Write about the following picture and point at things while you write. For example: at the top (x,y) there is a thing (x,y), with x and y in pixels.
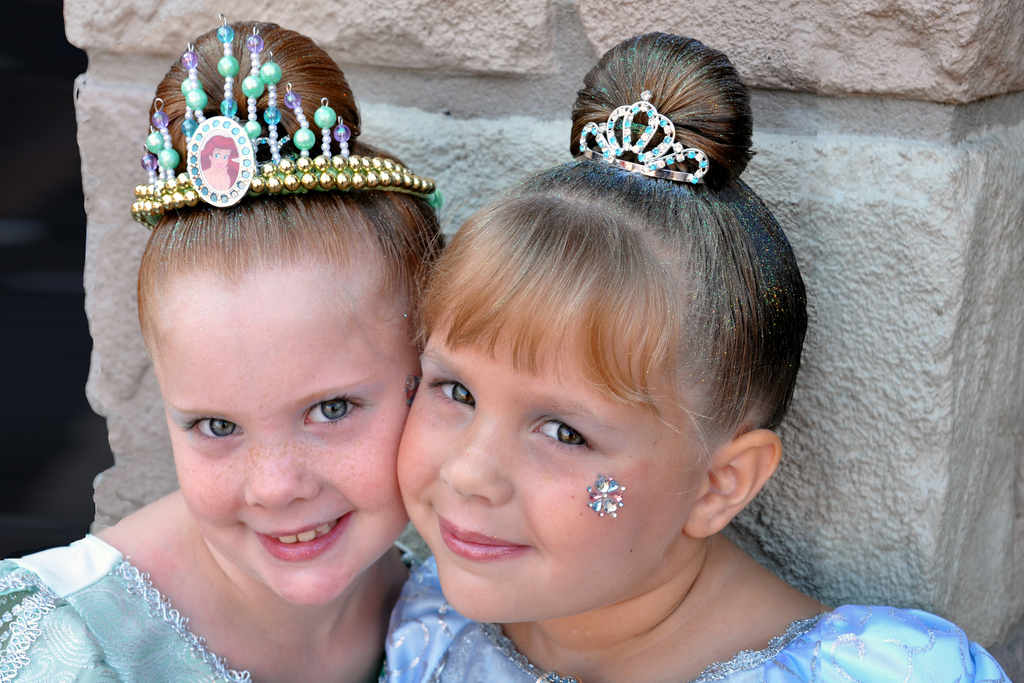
In the image I can see two people (661,438) smiling and wearing blue color dress (422,645) and different head wears (604,123). Back I can see a rock-pillar (858,182).
